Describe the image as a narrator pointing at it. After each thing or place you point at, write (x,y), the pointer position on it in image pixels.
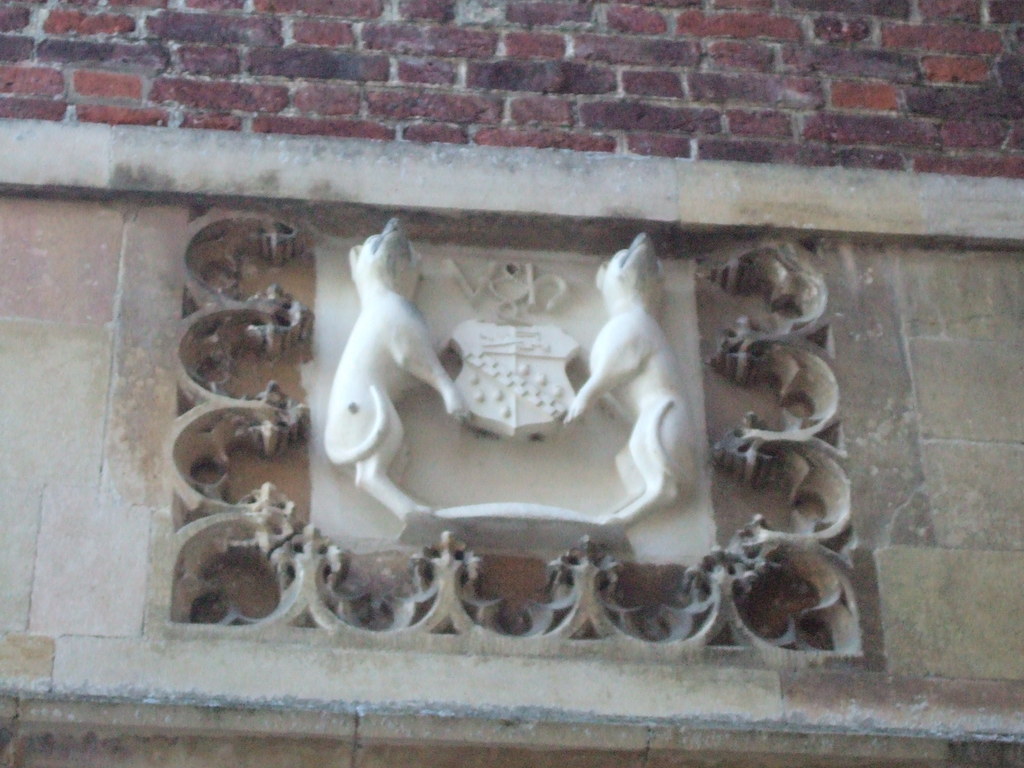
In the center of the picture (396,414) there is a sculpture (401,371) carved on a stone (406,402), it is attached to the wall (52,276). At the top (91,85) it is brick wall (610,66).
